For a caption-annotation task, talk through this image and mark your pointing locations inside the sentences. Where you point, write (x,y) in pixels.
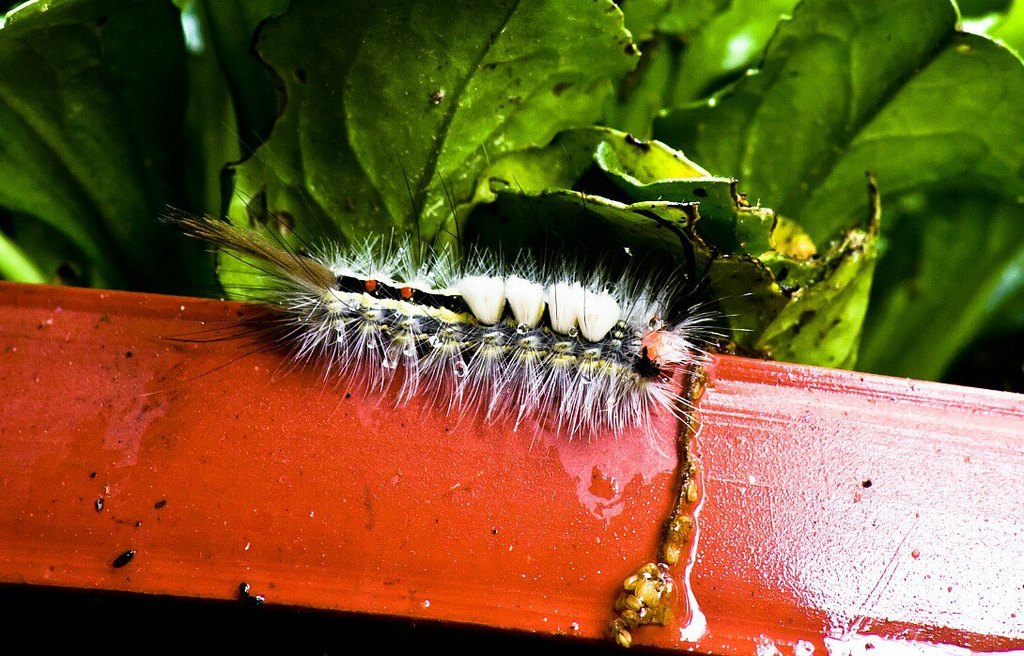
In this image we can see an insect (578,384) on the red color object (486,442). In the background (399,229) we can see the leaves (735,140).
